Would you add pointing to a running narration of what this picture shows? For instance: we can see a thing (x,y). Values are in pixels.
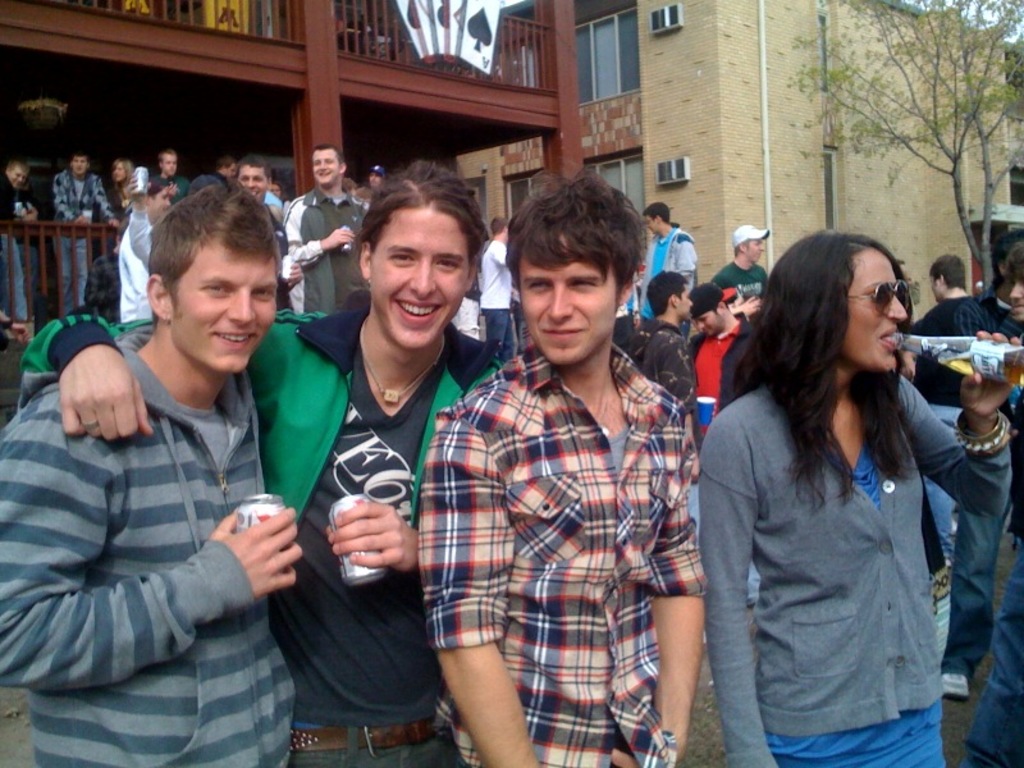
In this there are the number of people (376,435) standing on the road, back side of them there is a building (711,89) and right side (975,97) there is a tree (988,106).
